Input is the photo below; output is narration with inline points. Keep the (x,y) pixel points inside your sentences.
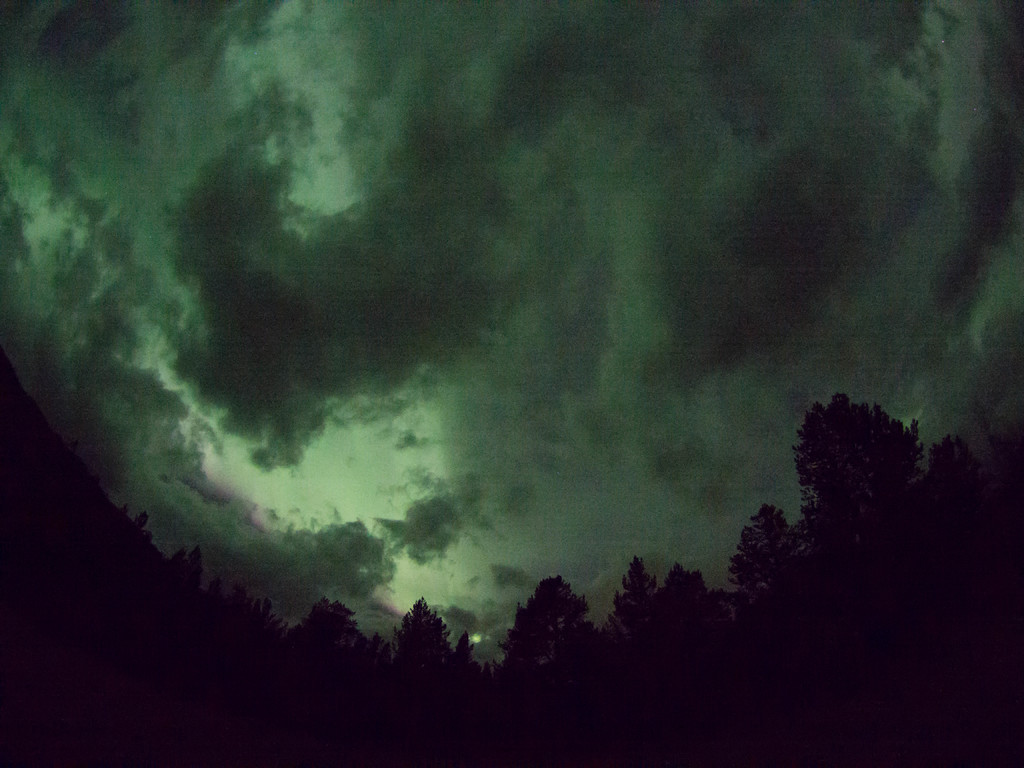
Here in this picture we can see trees (185,602) present all over there and we can see the sky (381,522) is fully covered with clouds (459,215) over there.
